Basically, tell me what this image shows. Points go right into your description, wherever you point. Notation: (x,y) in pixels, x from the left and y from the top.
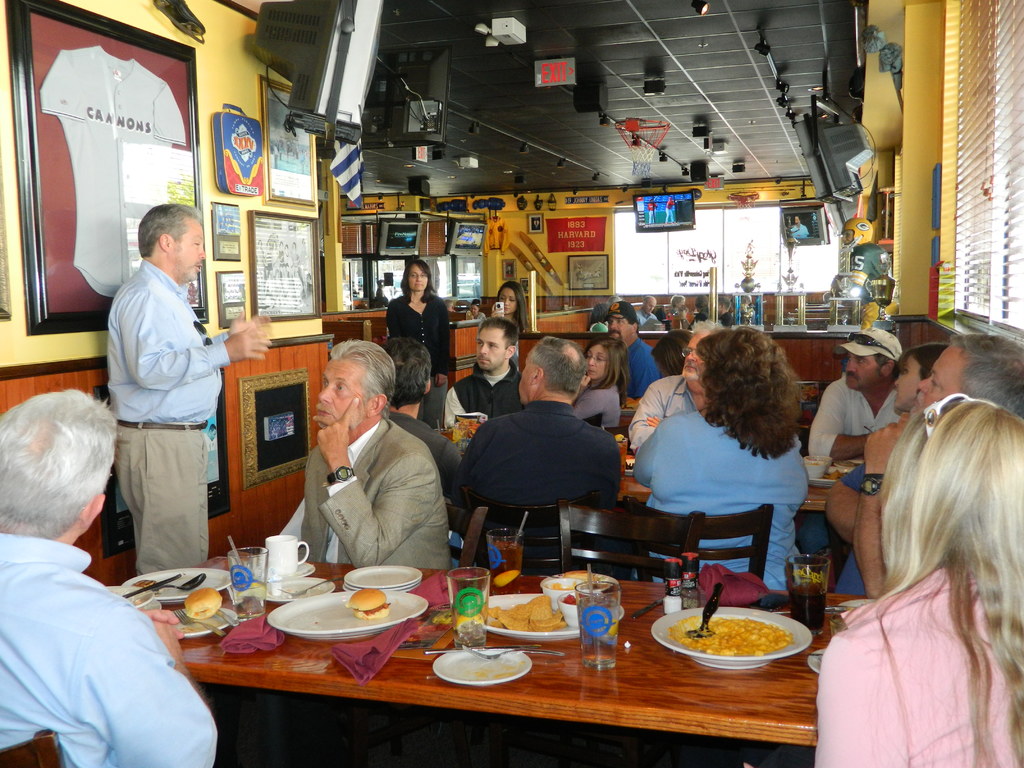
In this picture we can see some people (659,435) sitting on chairs (735,531) in front of tables (650,611), there are some plates (293,616), glasses (262,570), clothes (383,644), a cup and a saucer (286,574) present on this table (676,668), we can see some food (676,625) and spoons (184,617) present in these plates (178,594), there are two persons (433,367) standing here, in the background (212,171) there is a wall (243,212), we can see some photo frames (273,194) on the wall (330,245), there are two screens (650,210) here, we can see ceiling (619,94) at the top of the picture (610,63), on the right side (968,175) there is a window blind (986,200).
